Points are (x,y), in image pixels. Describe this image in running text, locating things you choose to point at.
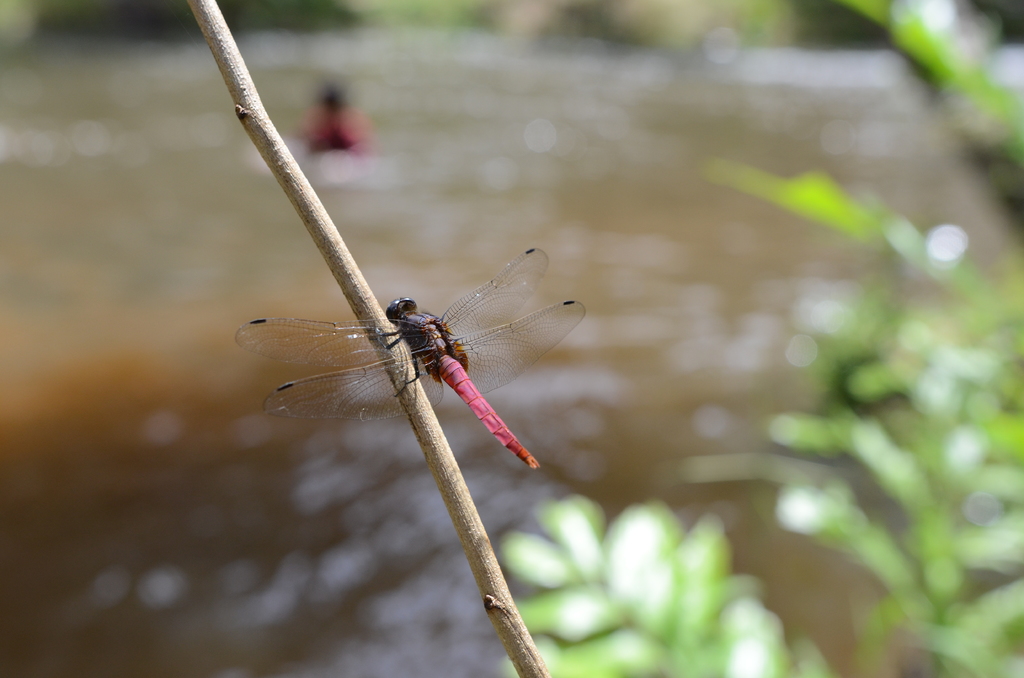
In this picture we can see a dragon fly (399,348) and a stick (399,348) in the front (399,348), on the right side (692,600) there are some leaves (704,574), we can see a blurry background (630,121).
